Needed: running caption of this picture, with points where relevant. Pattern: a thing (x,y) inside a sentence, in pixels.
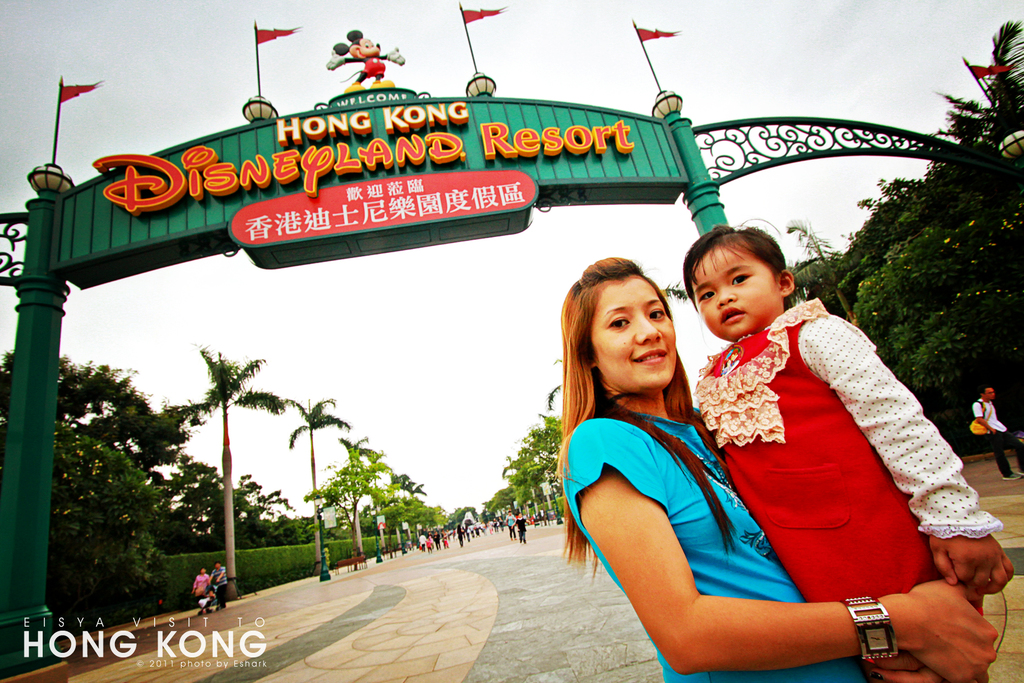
In this picture we can see a woman (608,267) carrying a baby (748,441) in her hand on the right side (964,550). There is some text (136,664) visible in the bottom left (147,636). We can see the text (416,137) on a green object (224,209). We can see a toy (391,55) and a few flags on this green object (16,526). There are a few trees (145,530) visible on the right (908,313) and left side of the image (152,496).
